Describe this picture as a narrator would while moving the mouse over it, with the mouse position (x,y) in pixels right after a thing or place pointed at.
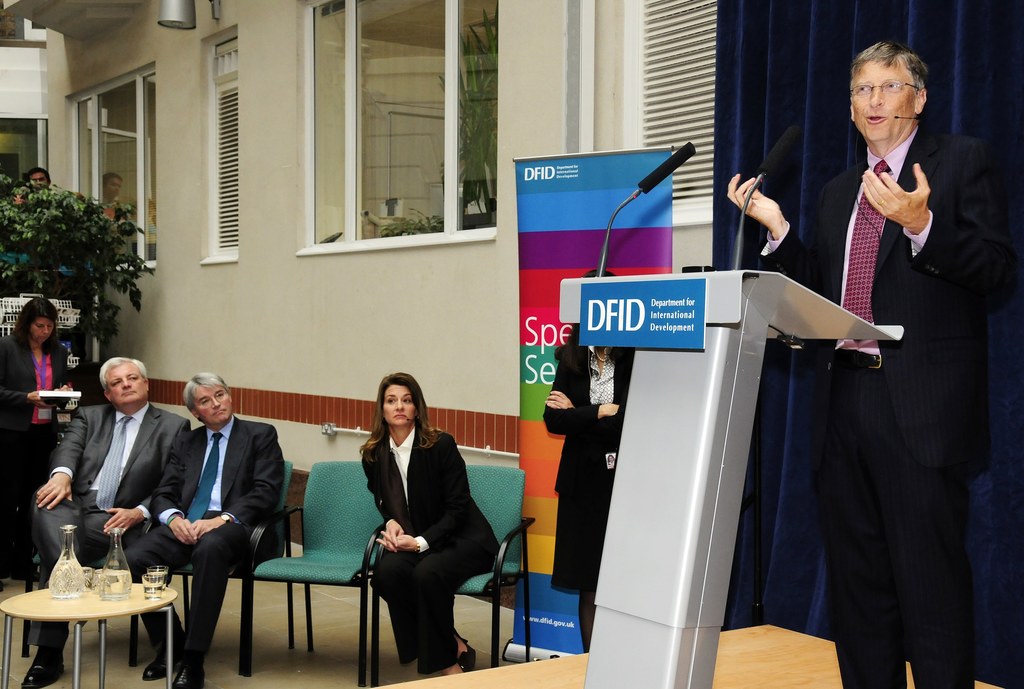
In this picture we can see man (919,81) with mic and standing in front of podium (719,473) and talking and beside to them there are some people (584,381) listening to him and in front of them there is table (119,612) and on table (32,594) we can see jar (77,568), glasses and background (91,148) we can see windows (122,130), banner (587,188), tree (62,198).
